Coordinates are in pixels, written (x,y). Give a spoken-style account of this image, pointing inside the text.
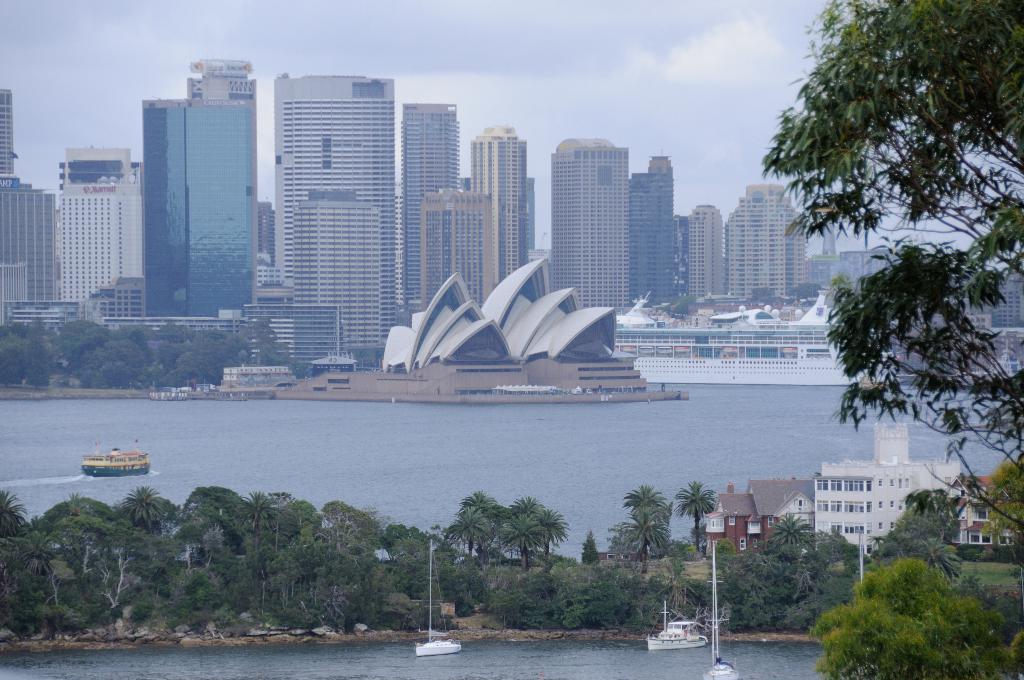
In this picture I can see many buildings (579,263), skyscrapers (487,147) and opera house (551,313). On the left (106,470) I can see the boat (120,466) on the water (170,473). At the bottom (388,566) I can see the trees (290,501). On the right (903,91) there is a tree (814,229). At the top (664,74) I can see the sky (550,49) and clouds (403,68).
